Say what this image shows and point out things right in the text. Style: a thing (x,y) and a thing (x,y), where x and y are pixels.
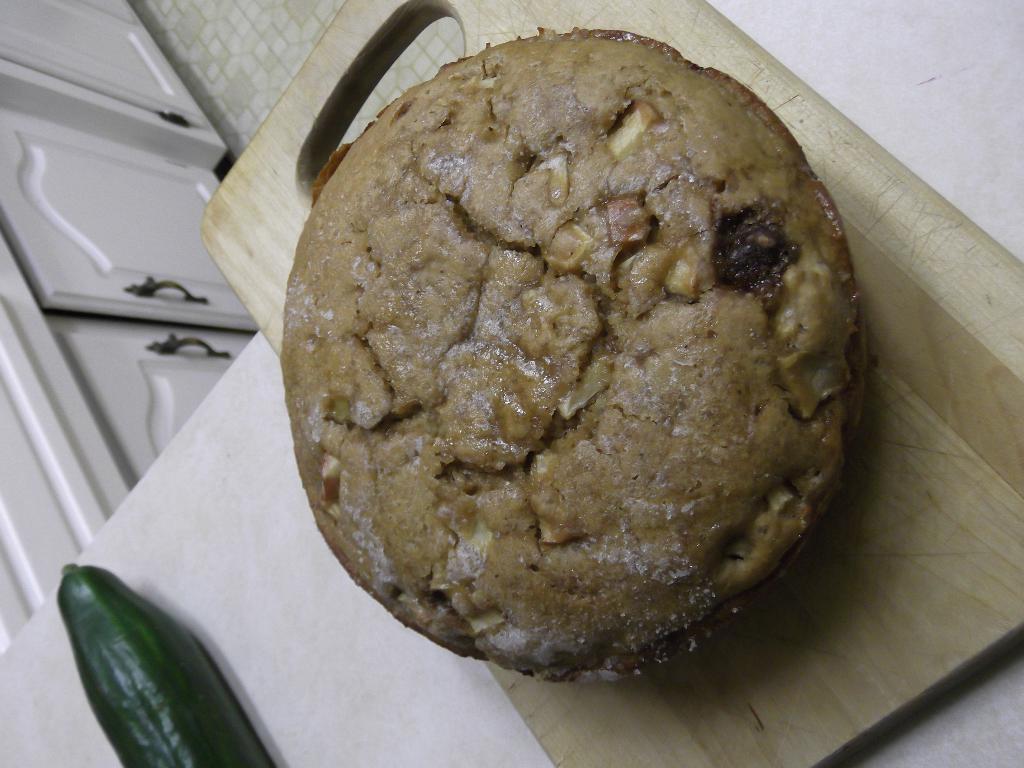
In this picture we can see a cake (404,221) on a chopper board (286,204), vegetable (176,705) and these are placed on a white platform (352,602) and in the background (161,262) we can see cupboards (176,228).
